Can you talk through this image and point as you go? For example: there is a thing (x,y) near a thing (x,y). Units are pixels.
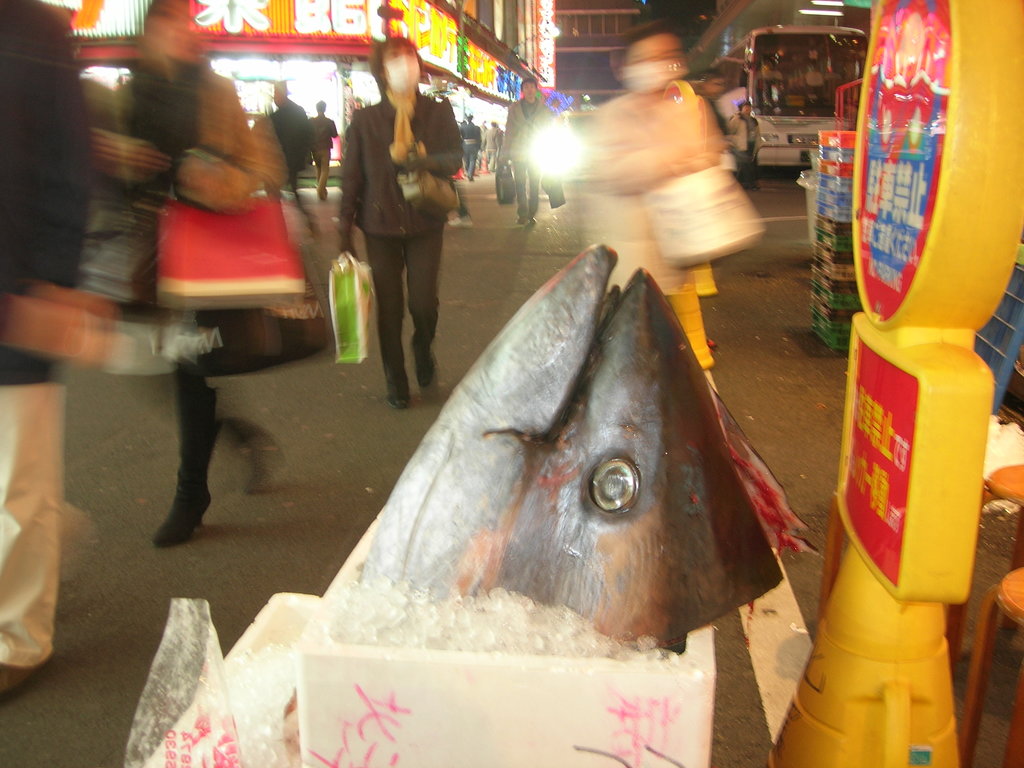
In the center of the image (568,443) there is a fish (499,494). On the right side of the image (920,25) there is sign board (921,396). In the background (625,116) there are persons (6,244), bus (760,99), road (479,193) and buildings (470,88).
